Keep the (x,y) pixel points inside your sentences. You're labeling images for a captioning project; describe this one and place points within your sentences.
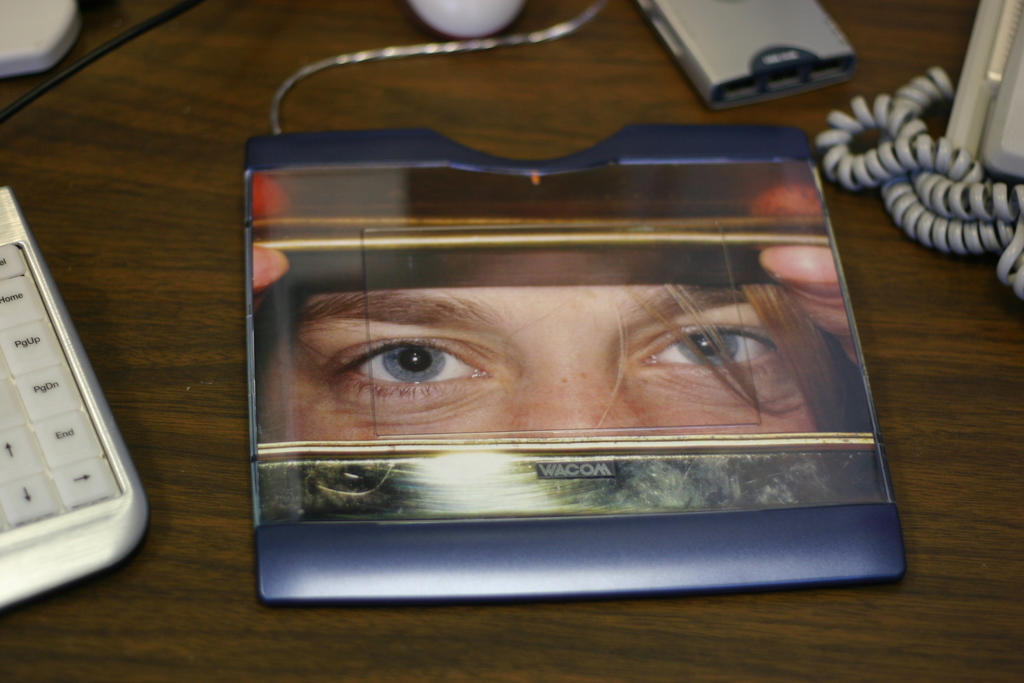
There is a wooden table (135,296). On that there is an electronic device (582,590). On that there is an image (535,361) of a person (536,375). On the left side (66,487) there is a keyboard (50,467). On the right side (908,177) there is a wire (905,171).
